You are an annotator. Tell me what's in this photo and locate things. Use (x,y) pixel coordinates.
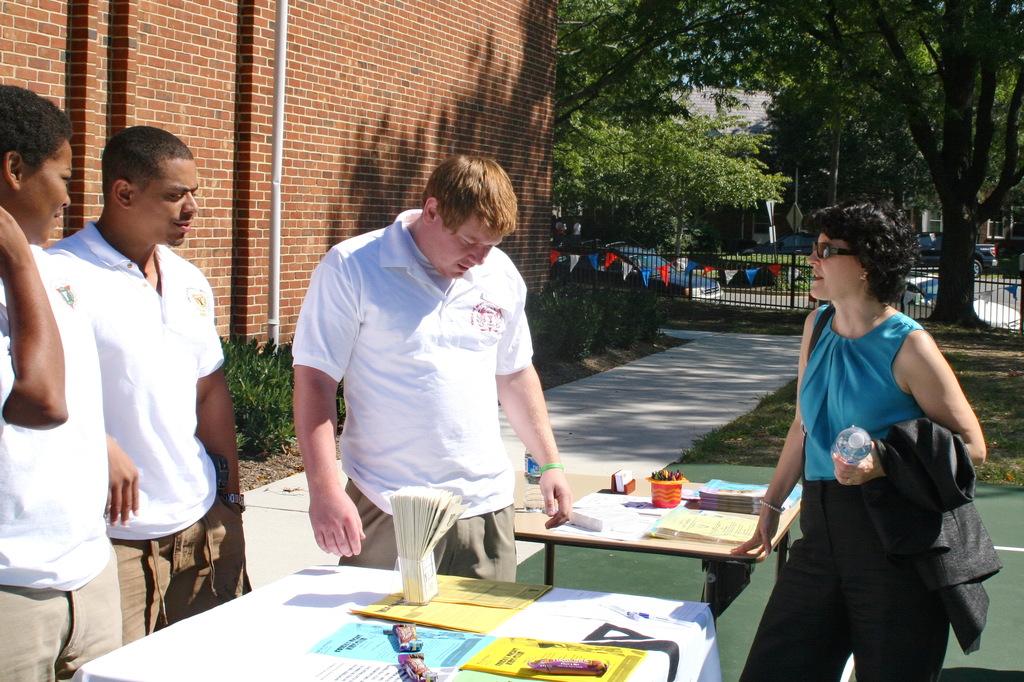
There are four people (357,403) standing on a road (736,471). There is a table (751,498). There is a paper (734,494) on a table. We can see in the background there is a red wall brick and trees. On the right side (830,514) we have a woman (814,451). She is holding bottle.
